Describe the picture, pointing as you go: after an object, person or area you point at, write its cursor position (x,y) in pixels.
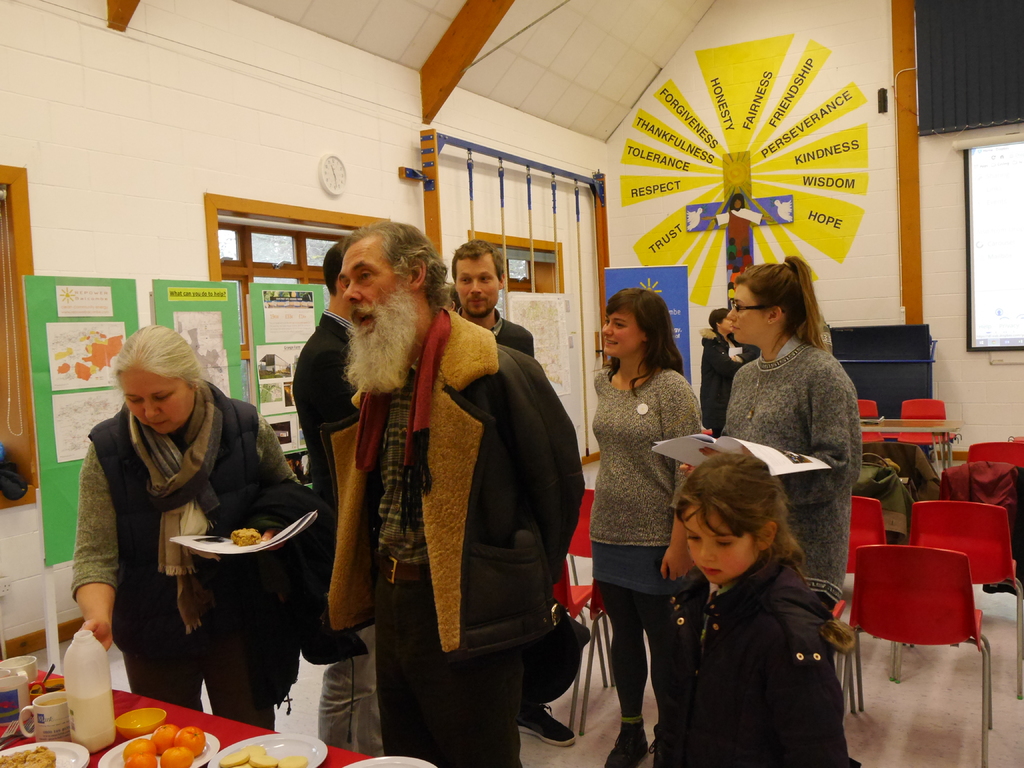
There is a man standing in the center (569,485) and talking to someone. In the background (826,500) there are four people (341,333) who are standing and the woman (635,293) here is having a pretty smile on her face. In the background (901,619) we can see chairs (969,583).
